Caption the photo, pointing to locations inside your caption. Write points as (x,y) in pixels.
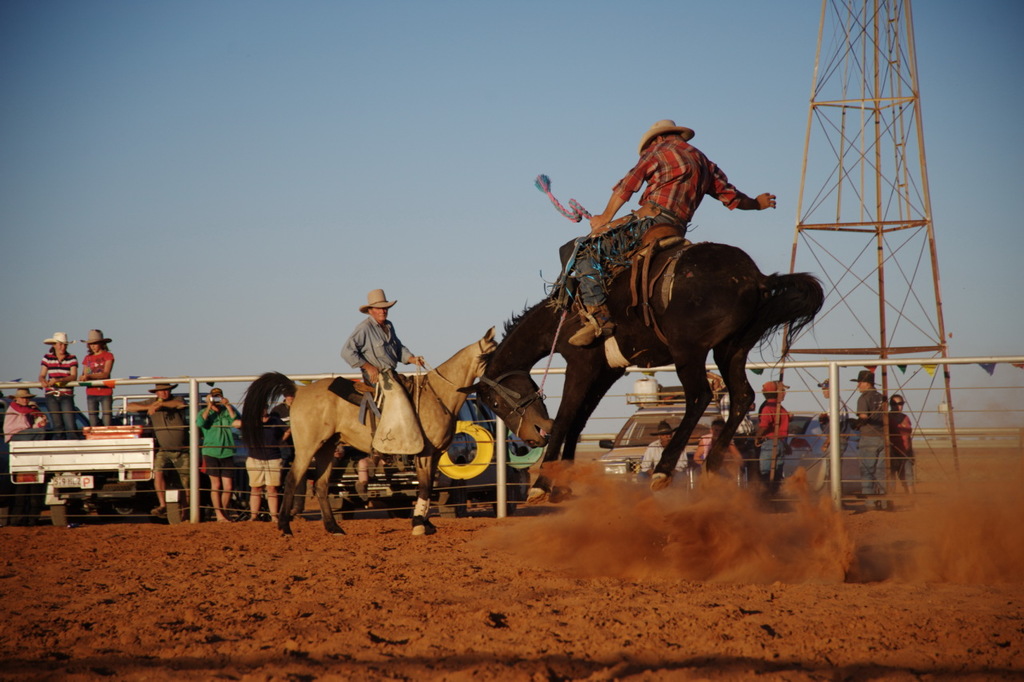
This image is taken outdoors. At the bottom of the image (331,589) there is a ground (689,580). At the top of the image (186,114) there is the sky (234,143). On the right side of the image (875,27) there is a tower (876,352) and a few people (900,444) are standing on the ground (875,509). In the background (197,412) there is a railing (190,435). A few vehicles (658,417) are parked on the ground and a few people (159,445) are standing on the ground (88,564). A few (700,456) are sitting and a few (89,409) are standing in the vehicles (38,399). In the middle of the image (419,428) two men (367,360) are riding on the horses (510,331).
